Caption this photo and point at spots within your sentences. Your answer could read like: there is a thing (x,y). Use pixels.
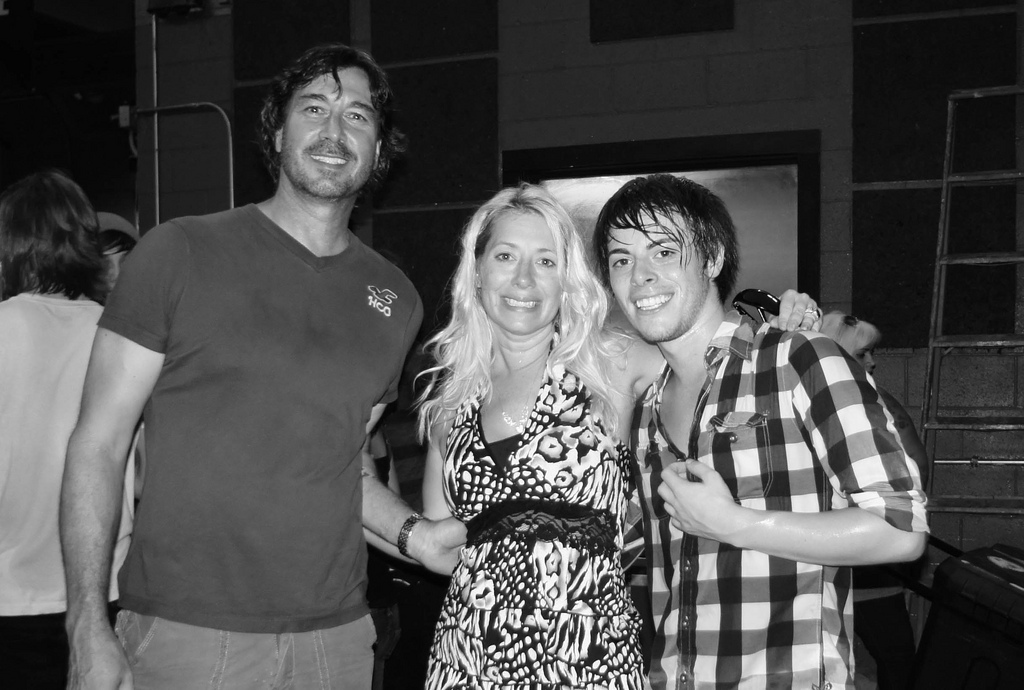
In this image we can see there are people (390,116) standing on the ground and at the back (957,345) there is a stand (1002,345) and building (886,50).
